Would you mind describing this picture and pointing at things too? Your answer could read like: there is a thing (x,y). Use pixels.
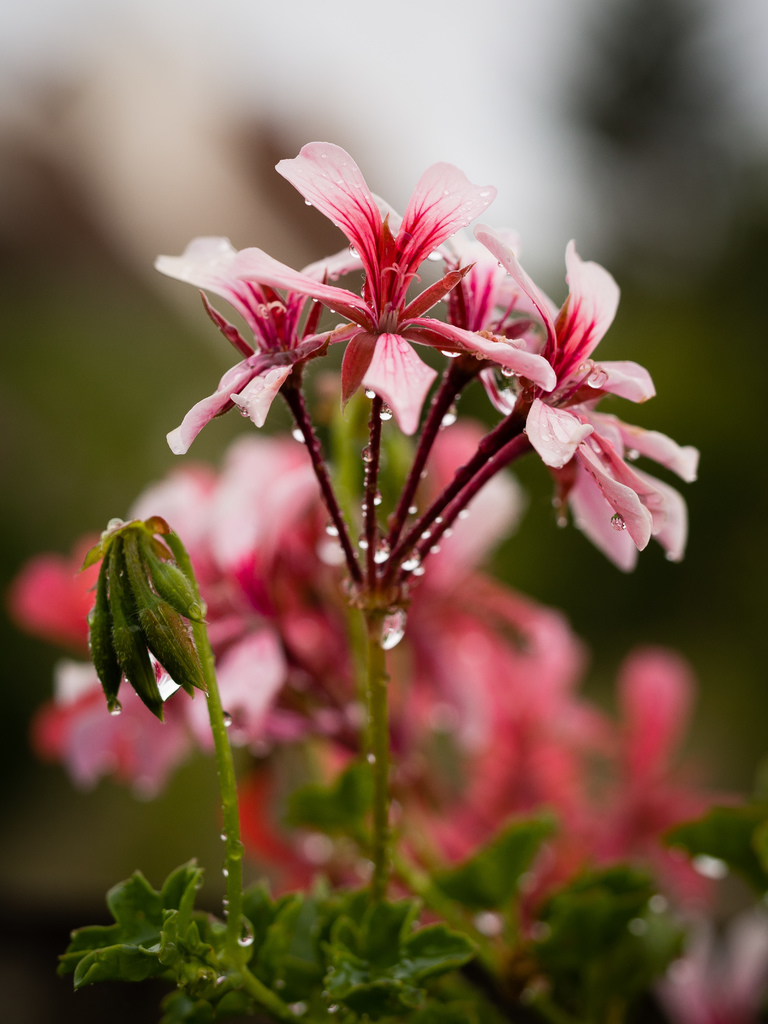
In this image there is a plant (385,728) with some flowers (304,514) as we can see in the middle of this image (509,360).
